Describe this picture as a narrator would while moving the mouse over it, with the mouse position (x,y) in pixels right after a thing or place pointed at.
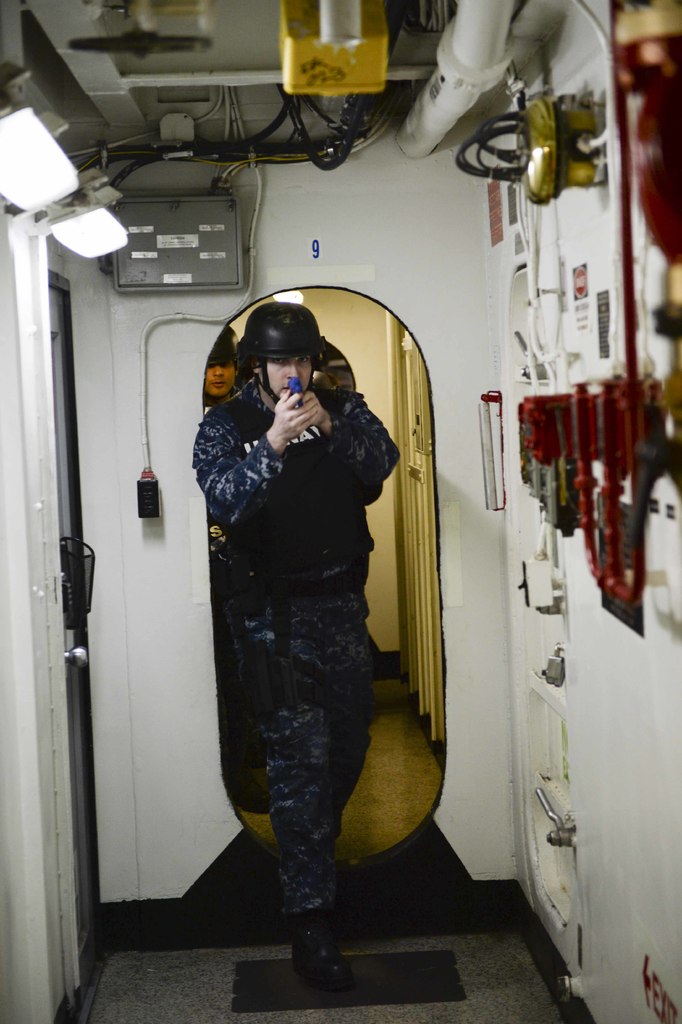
There is a man (198,447) holding an object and wore helmet (285,351). Left side of the image (153,251) we can see lights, cables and electrical device (141,204). Background we can see person face (222,368) and light (295,301).
